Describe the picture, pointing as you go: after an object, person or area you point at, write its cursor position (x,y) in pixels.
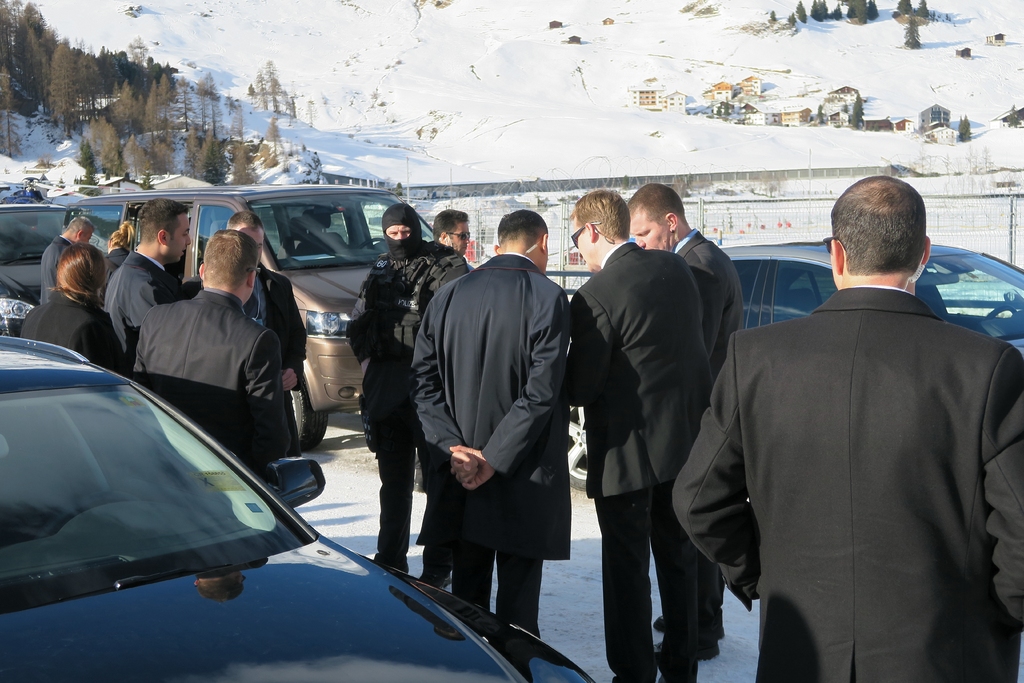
The picture is clicked outside a city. In the foreground of the picture (428,297) there are cars (62,387), people (515,306) and fencing (1011,195). In the center of the picture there are trees (79,105), houses (661,105) and snow (703,158).
